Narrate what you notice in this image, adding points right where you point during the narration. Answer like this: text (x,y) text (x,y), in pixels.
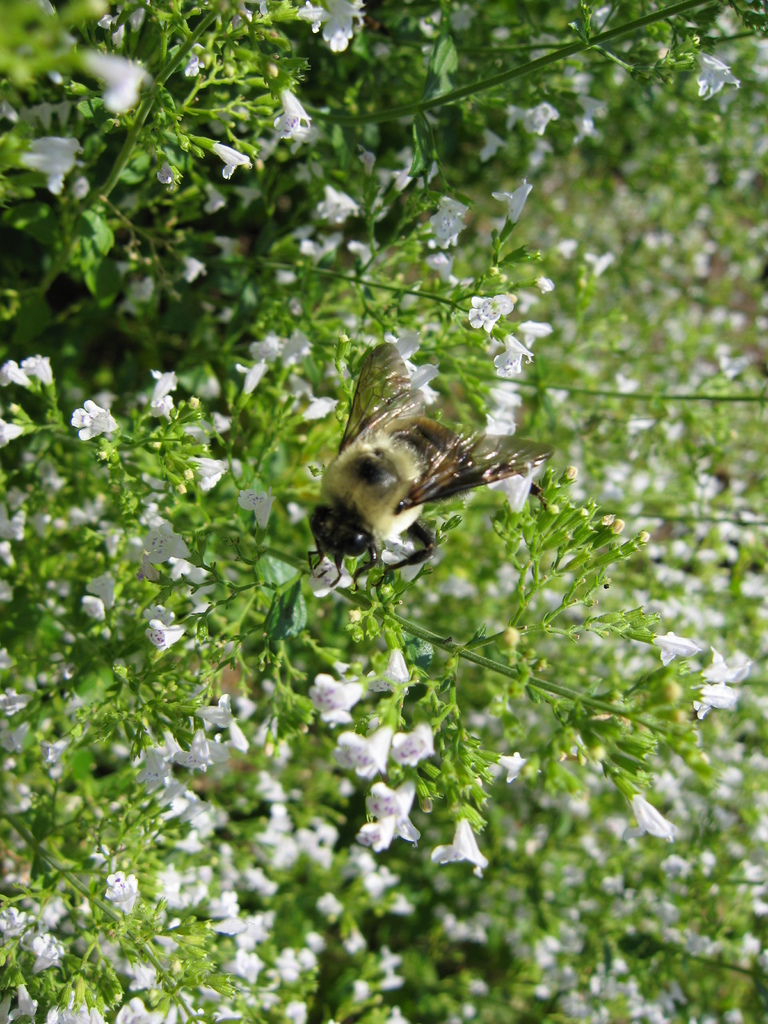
In this image, we can see a bee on the plant (303,565), we can see some flowers (317,569) on the plants (553,492).
